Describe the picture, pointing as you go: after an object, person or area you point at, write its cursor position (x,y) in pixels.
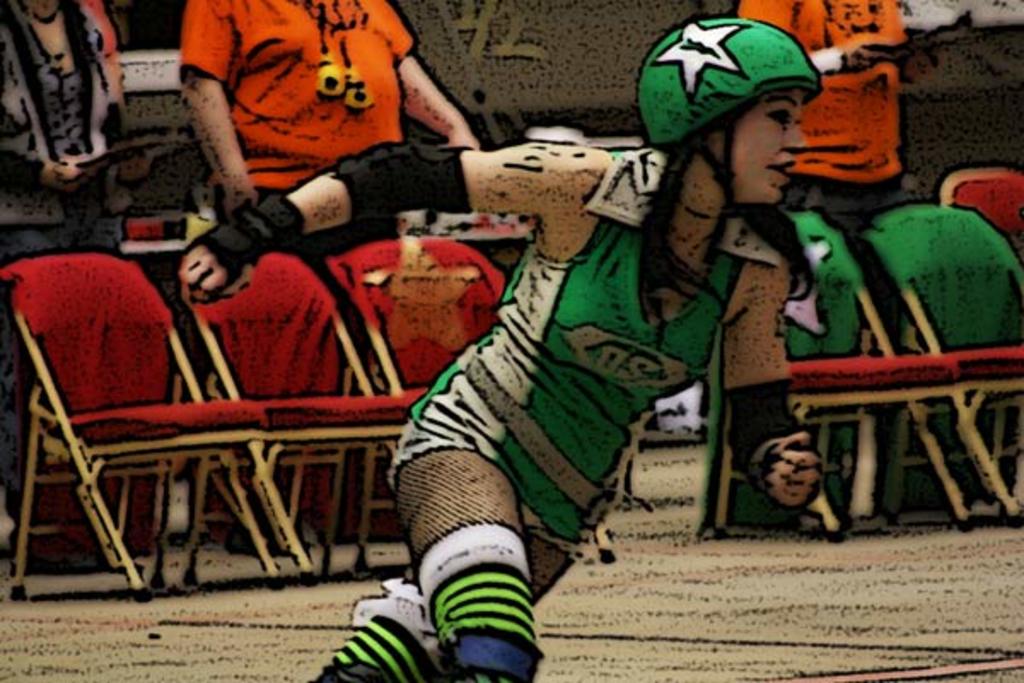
In this image there is a women (539,512) running on a ground (743,630), in the background (925,270) there are chairs (918,273) and three persons (81,131) standing.
